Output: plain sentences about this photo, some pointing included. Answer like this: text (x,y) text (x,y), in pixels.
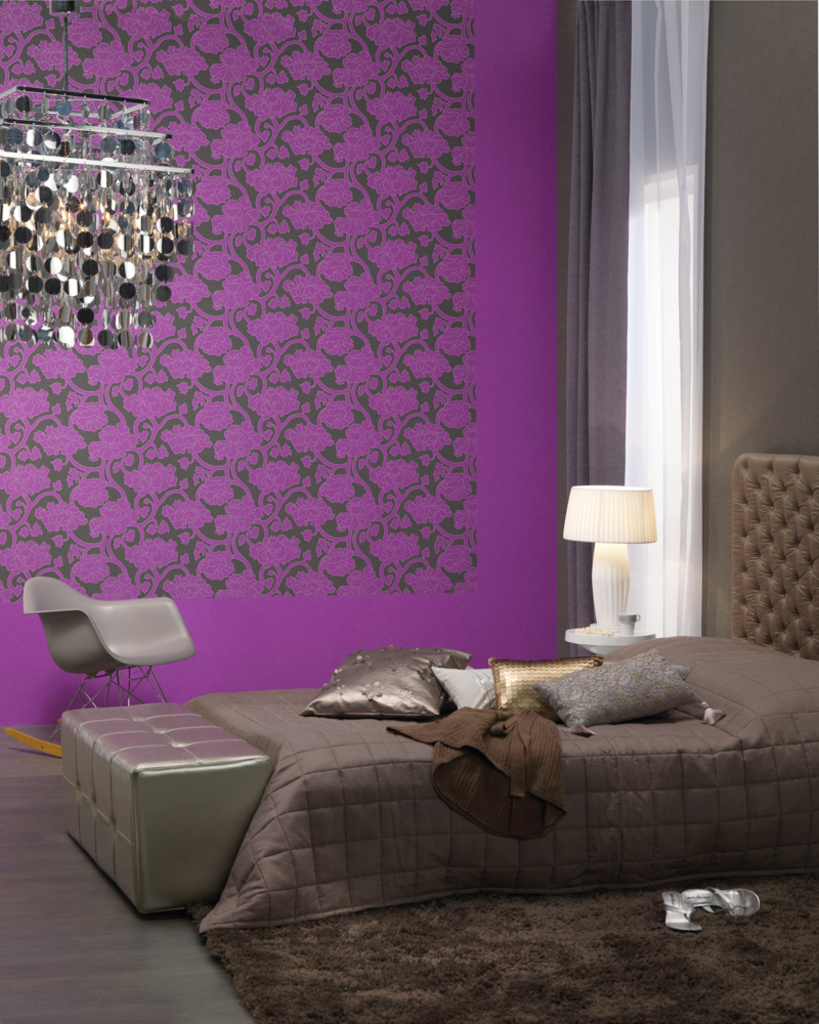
This picture describes about inside view of a room (289,524), in this we can find few pillows (658,698) on the bed (596,773), in the background (614,595) we can see a chair (155,614) and few lights (70,241).
